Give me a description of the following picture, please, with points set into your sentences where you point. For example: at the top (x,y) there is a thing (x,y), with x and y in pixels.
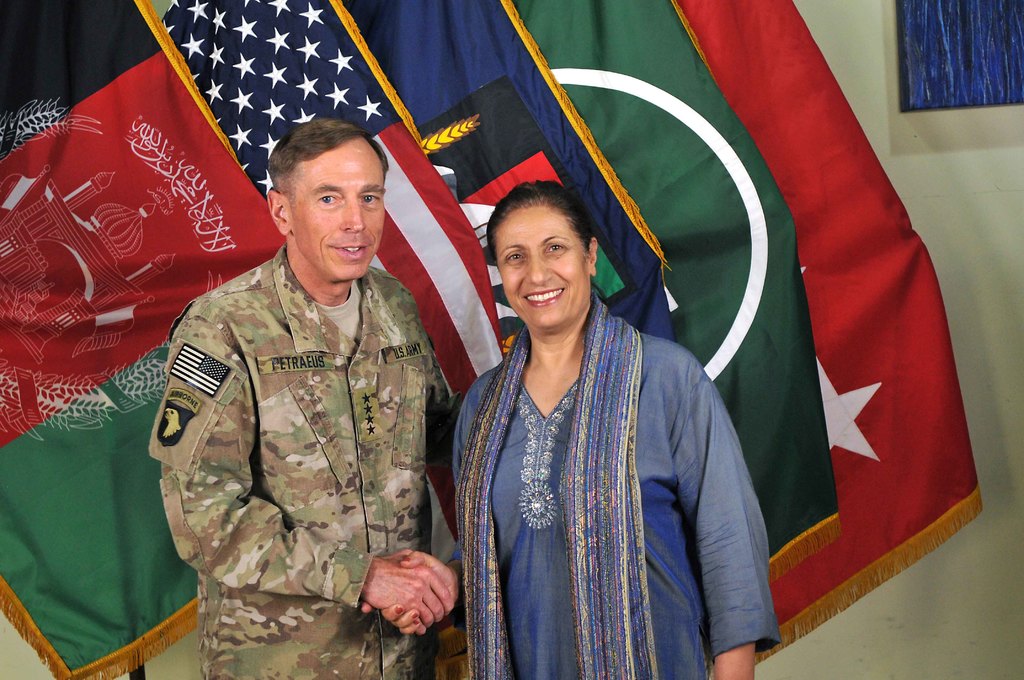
In this image we can see two persons (323,579) standing and smiling, behind them, we can see the flags (826,223) and in the background (943,155) we can see the wall (936,176) with a painting (1014,81).
